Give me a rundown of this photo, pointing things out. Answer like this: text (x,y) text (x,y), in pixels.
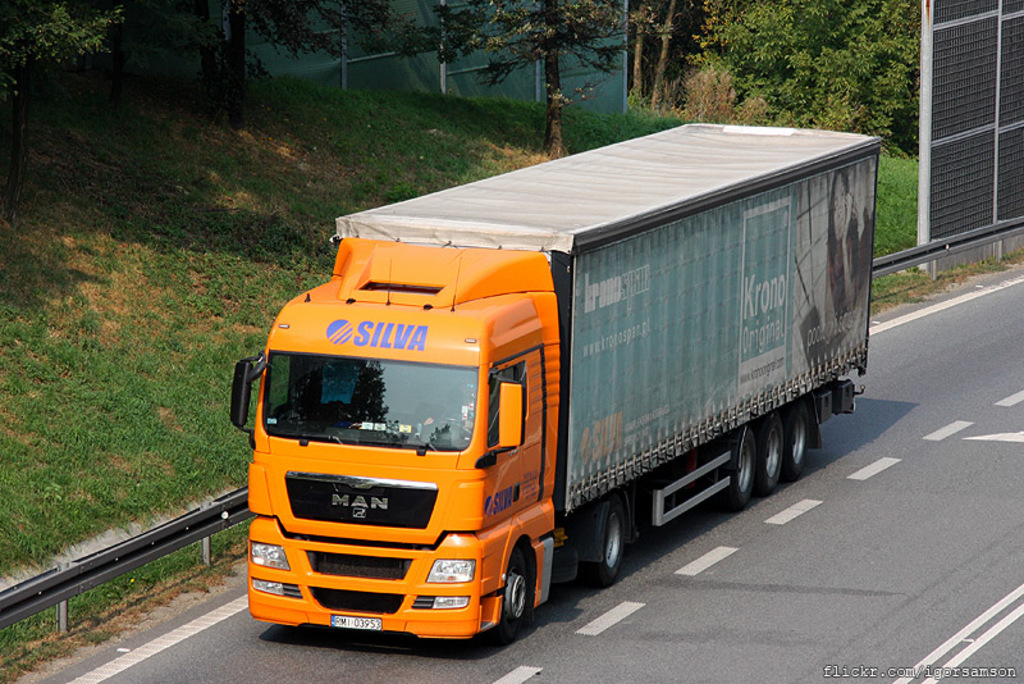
In the picture there is a truck (776,303) moving on the road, beside the truck (463,288) there is some greenery (333,159) with few trees (713,44).
